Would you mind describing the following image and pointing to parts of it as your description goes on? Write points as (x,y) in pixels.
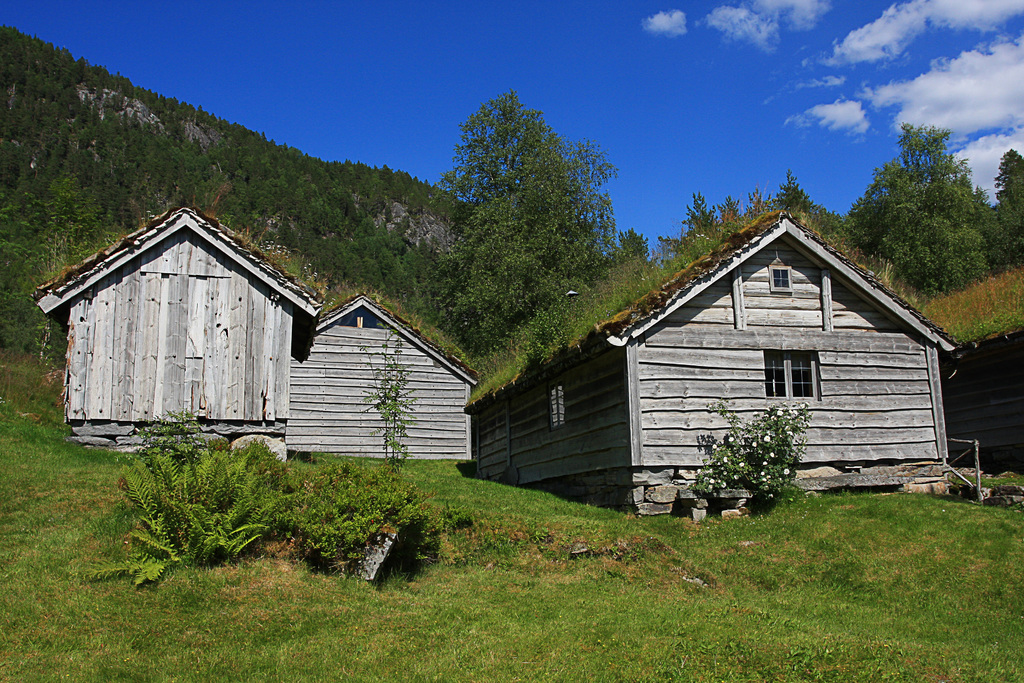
In this image I can see grass (501,593), few plants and few shacks (467,432) in the front (326,380). In the background (589,189) I can see number of trees (586,226), clouds (1008,5) and the sky (605,84).
